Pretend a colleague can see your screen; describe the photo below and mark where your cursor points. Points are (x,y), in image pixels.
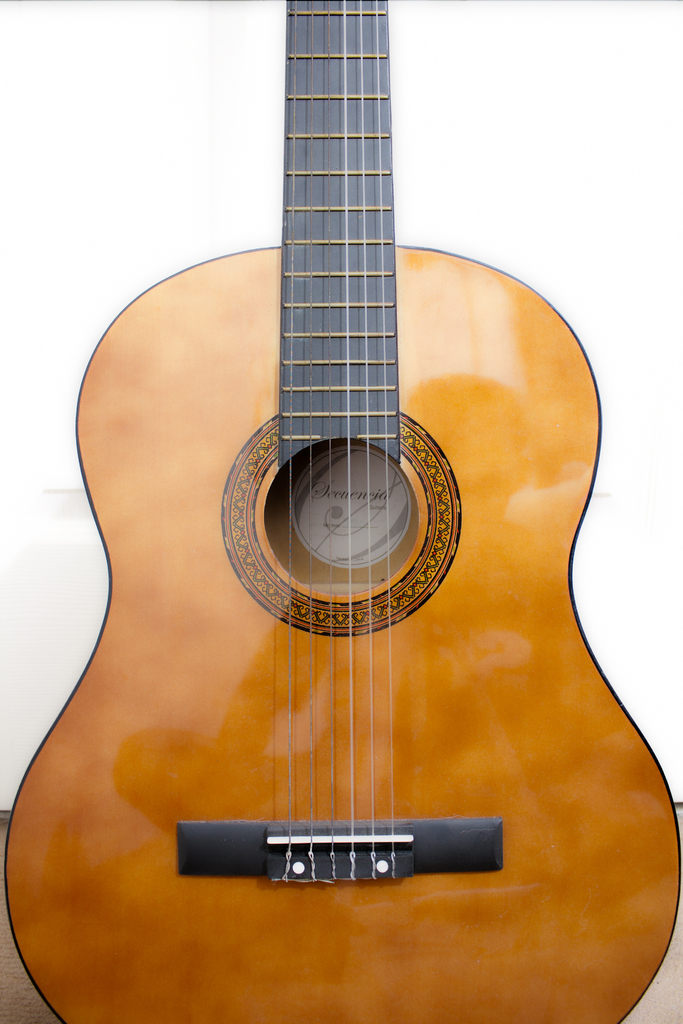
Yellow color guitar (389,773) with strings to it and this is in standing position.
